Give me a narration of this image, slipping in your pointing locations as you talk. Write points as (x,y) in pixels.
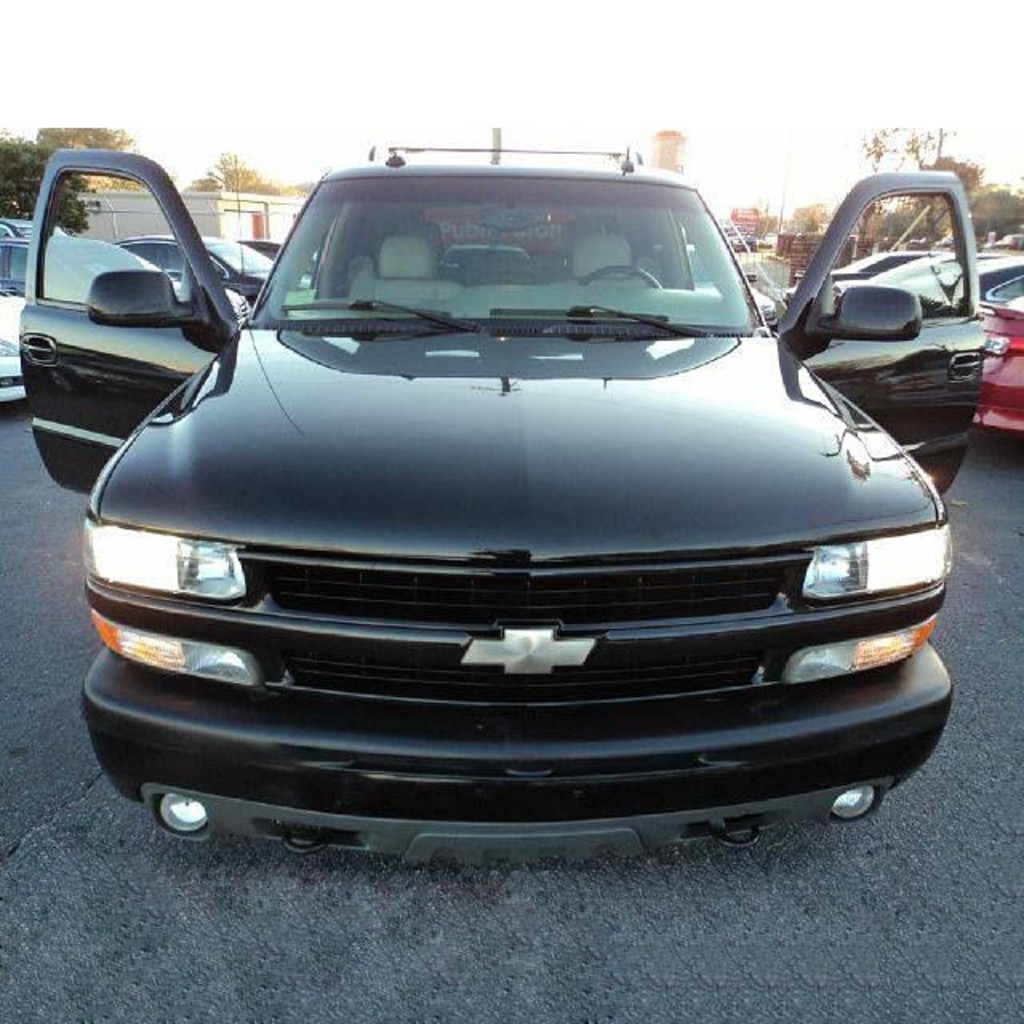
In this picture we can see vehicles (98,361). In the background of the image (217,152) we can see trees (990,199), wall (265,228) and sky (314,164).
